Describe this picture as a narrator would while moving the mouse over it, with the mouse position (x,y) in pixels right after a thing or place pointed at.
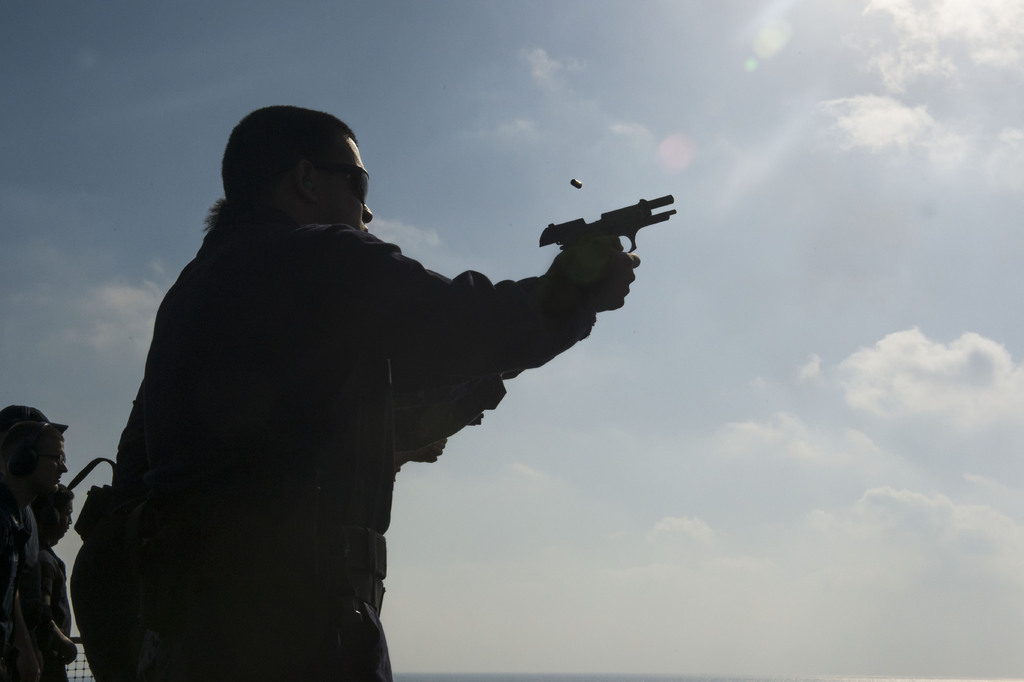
This image is taken outdoors. At the top of the image (551,100) there is the sky (772,160) with clouds (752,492). On the left side of the image (50,514) two men (61,559) are standing. There is another man (267,297) standing and holding a gun (594,227) in his hands (557,256).
